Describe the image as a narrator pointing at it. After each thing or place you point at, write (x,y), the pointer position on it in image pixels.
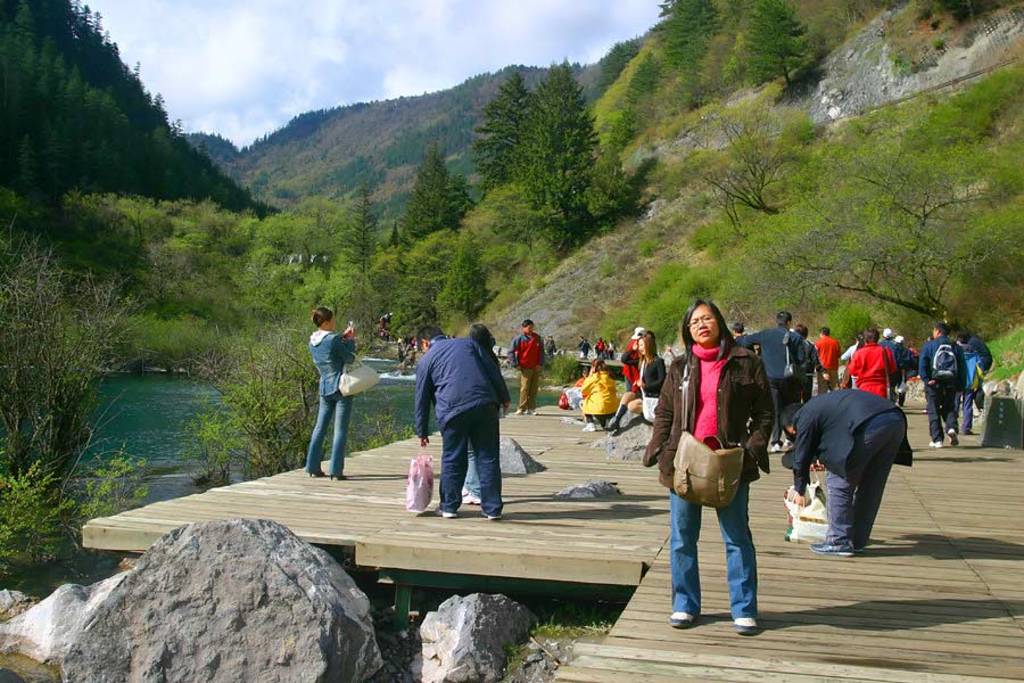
In this picture I can see a group of people (738,370) in the middle (585,381). At the bottom (102,649) there are stones (345,631), on the left side (130,381) there is water (109,423), in the background (315,260) there are trees (369,224). At the top (351,75) there is the sky (369,63).
